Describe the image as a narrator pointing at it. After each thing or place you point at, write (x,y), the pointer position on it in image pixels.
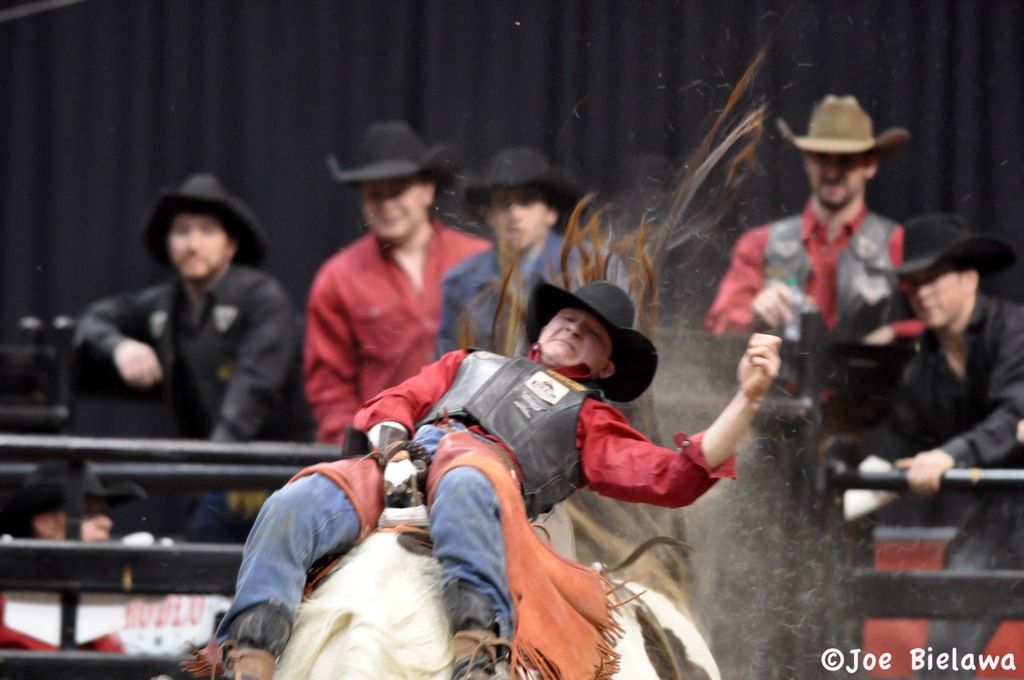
in this picture one person (439,485) is riding a horse (380,664) and few persons (441,300) are seeing from the backside.
